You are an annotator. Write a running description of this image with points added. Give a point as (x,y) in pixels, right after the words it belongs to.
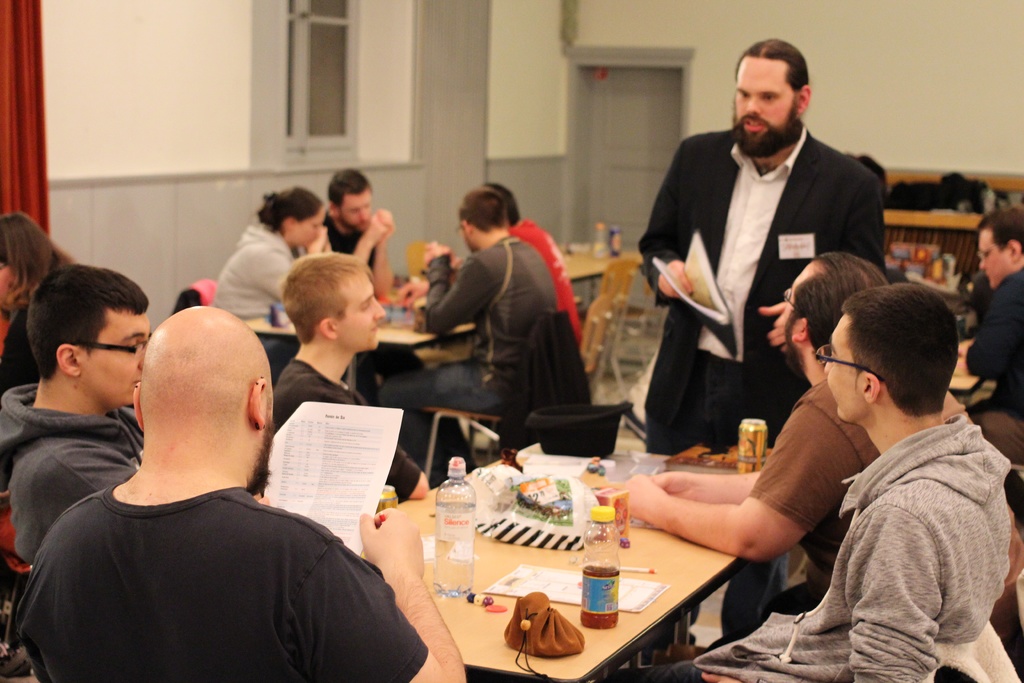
In this image we can see few people (386,230) are sitting around the table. There are few things (613,528) on the table (455,604) like water bottle (458,509), hat (569,447), paper (550,579), bag (533,635) and tin (748,444). The man (775,130) who is standing is wearing a black color blazer (717,212) is holding a book (681,301) in his hands (662,285). In the background of the image (342,57) we can see windows (312,70) and curtains (22,174).
